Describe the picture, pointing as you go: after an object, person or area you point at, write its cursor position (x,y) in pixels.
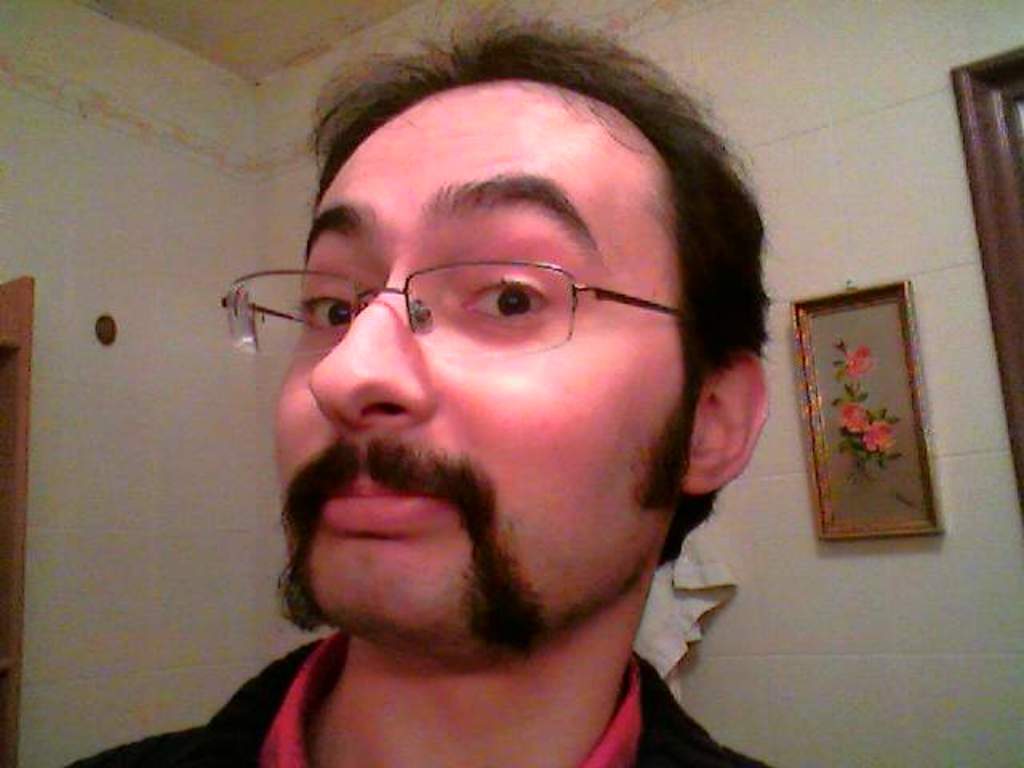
In this image I can see the person (351,661) and the person (324,670) is wearing black color shirt (287,680). Background (864,373) I can see the frame (874,338) attached to the wall (834,161) and the wall (818,133) is in white color and I can also see the cloth (668,643) in white color.
